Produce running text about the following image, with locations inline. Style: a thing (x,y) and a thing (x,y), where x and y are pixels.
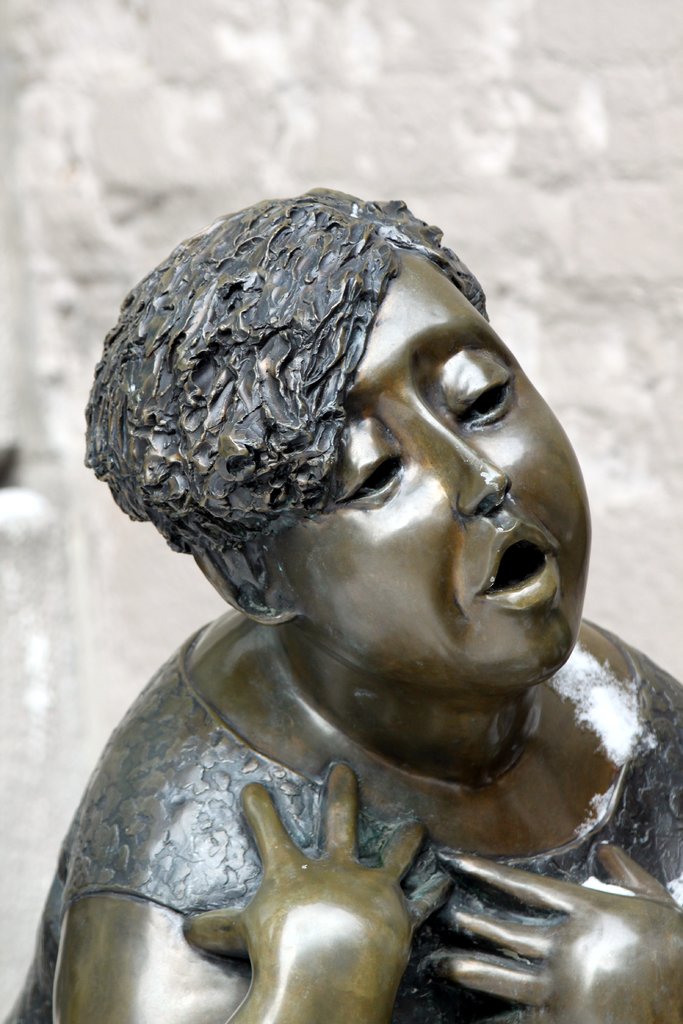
In front of the picture, we see the statue (424,619) of the boy (444,652). In the background (157,59), we see a wall (434,198) which is white in color.
